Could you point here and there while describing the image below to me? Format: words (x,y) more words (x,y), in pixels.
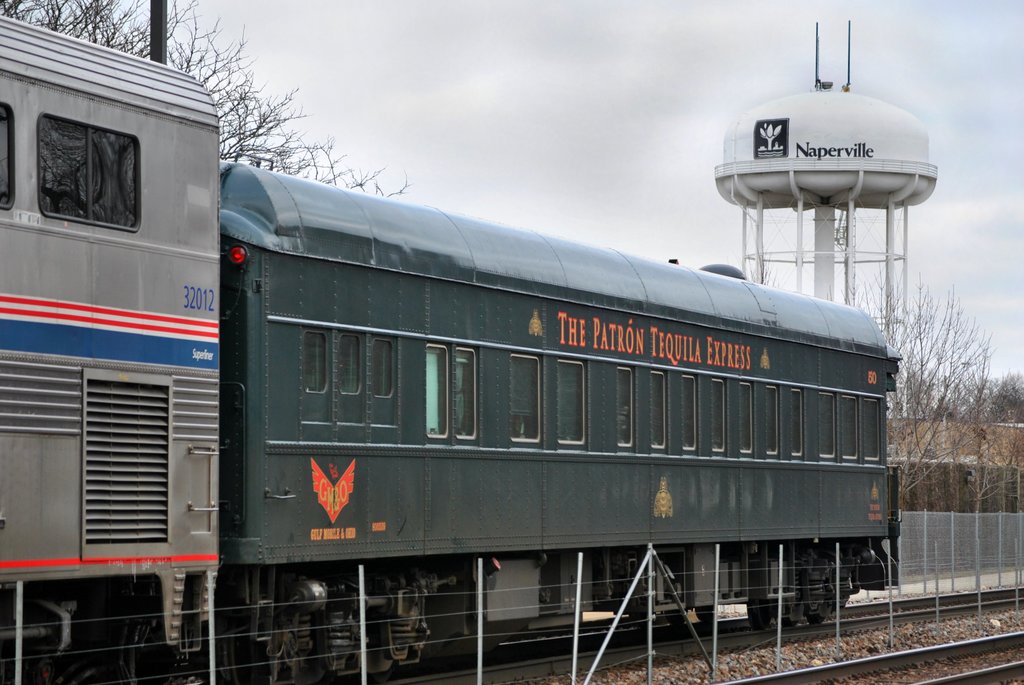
This picture is clicked outside. In the foreground (412,375) we can see the train (405,393) seems to be running on the railway track (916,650) and we can see the gravels (944,635) and the metal rods (578,586) and mesh (968,535) and we can see the text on the train (499,431). In the background (533,96) there is a sky (504,76) and we can see the trees (925,352), plants (970,410) and a white color object (841,175) on which we can see the text (798,149) and some picture (780,133).
